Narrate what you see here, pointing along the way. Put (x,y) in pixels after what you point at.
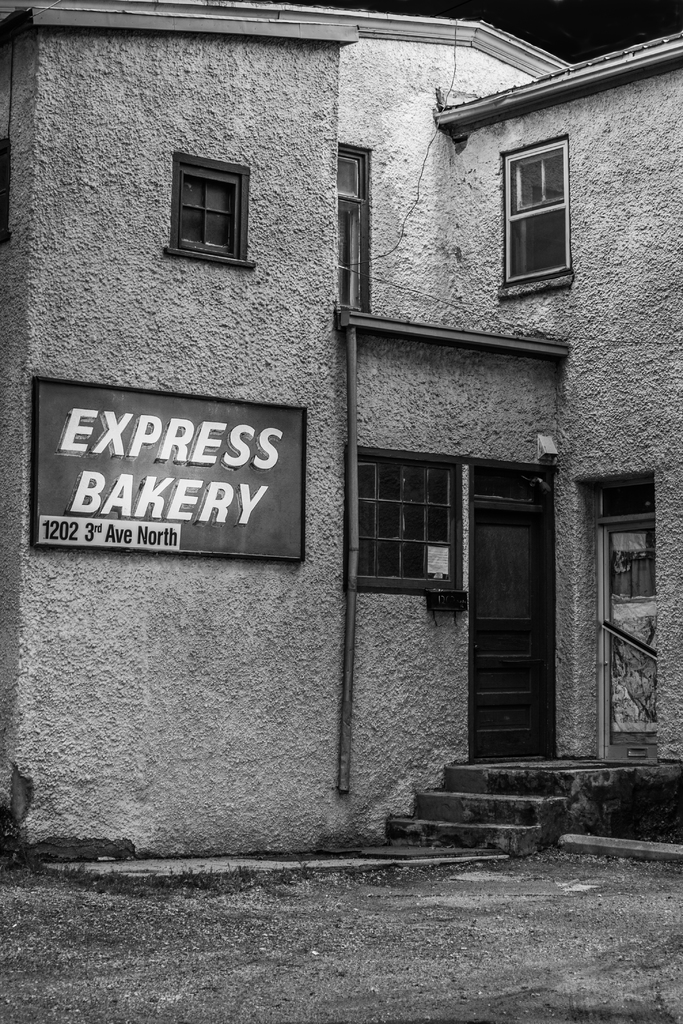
This is a black and white image of a house (496,597) where there is a name board (173,441) attached to it.
